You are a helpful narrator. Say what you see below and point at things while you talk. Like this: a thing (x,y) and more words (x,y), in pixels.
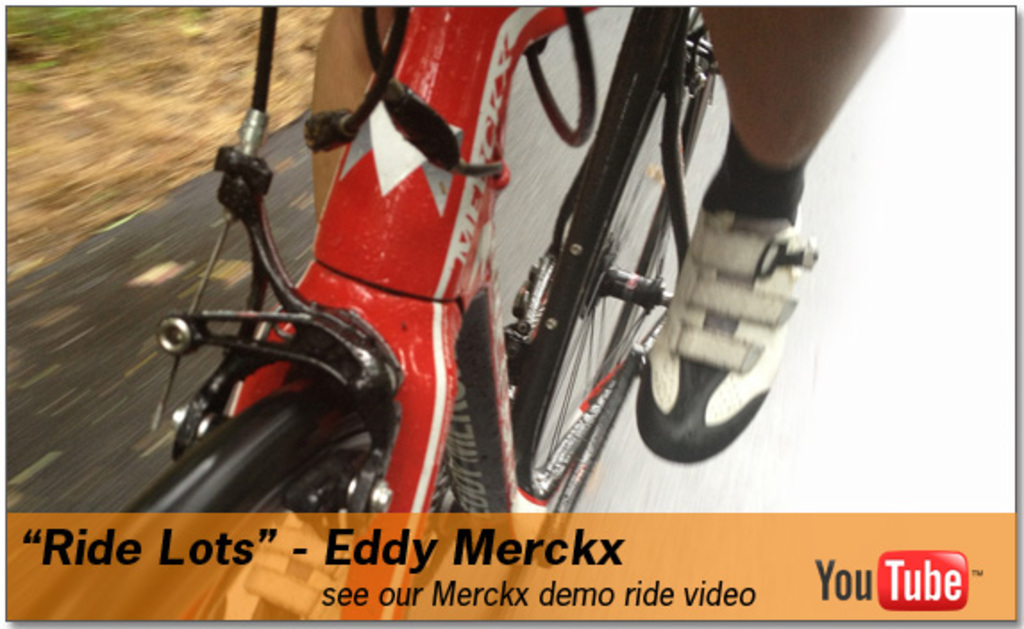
It is an edited image and there is a cycle (619,258) and only two wheels (639,276) and pedal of the cycle (460,129) are visible in the image and there are two legs (815,31) of some person (711,231) riding the cycle (454,338) and below the picture there is some quotation (508,569).
